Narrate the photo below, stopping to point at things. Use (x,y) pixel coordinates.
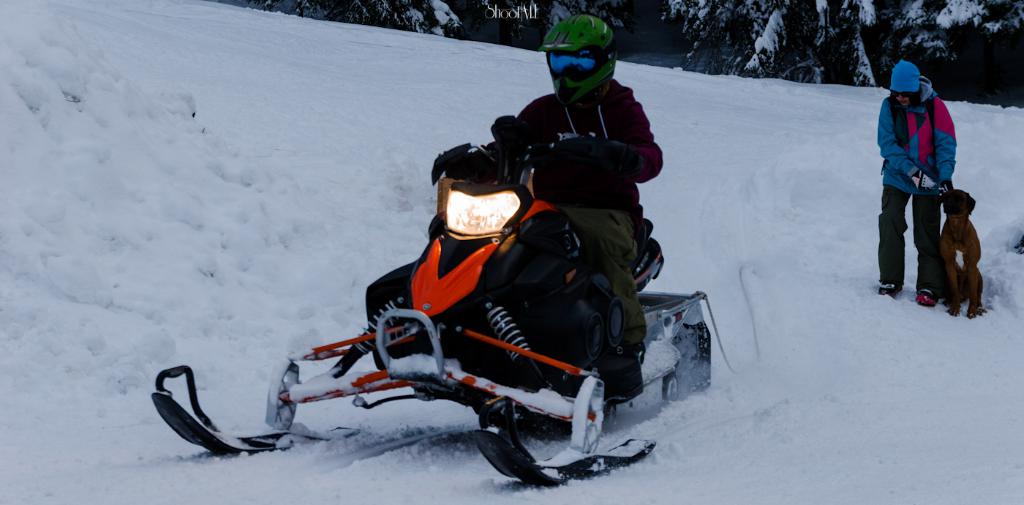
In the center of the image (549,197) we can see a man (578,212) riding a snowmobile (559,425) on the snow (646,493). On the right (930,280) there is a person (882,270) and a dog (966,259) on the snow (862,134). In the background (795,108) there are hills (795,108).
